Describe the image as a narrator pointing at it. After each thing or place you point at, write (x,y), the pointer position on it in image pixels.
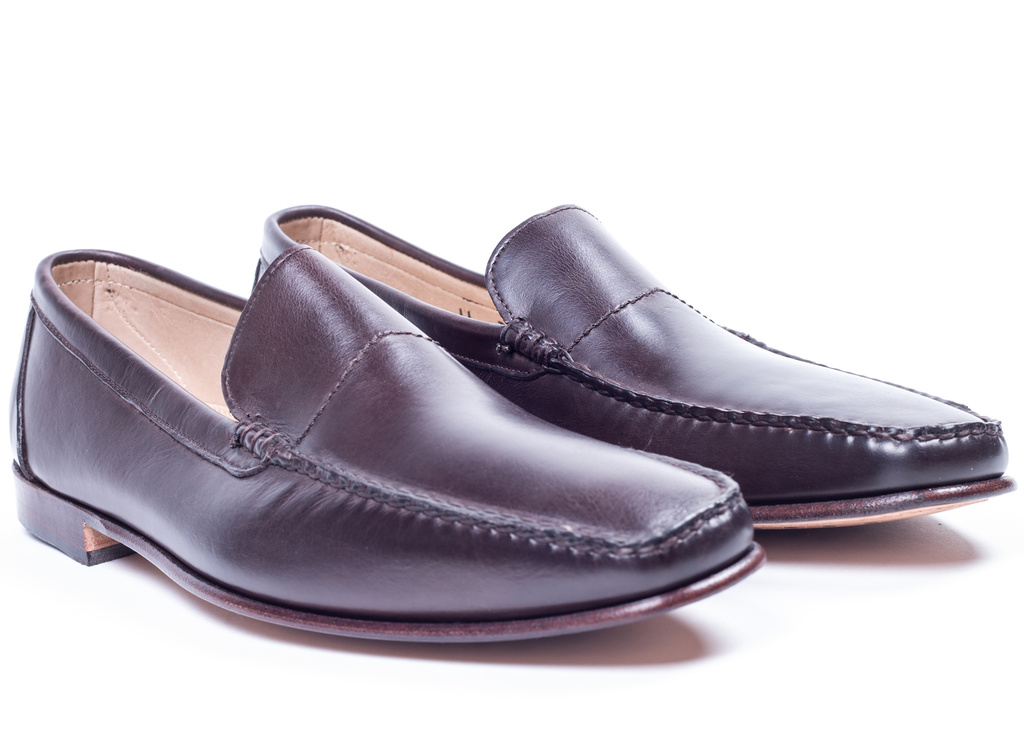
In this image we can see shoes (492,509).
